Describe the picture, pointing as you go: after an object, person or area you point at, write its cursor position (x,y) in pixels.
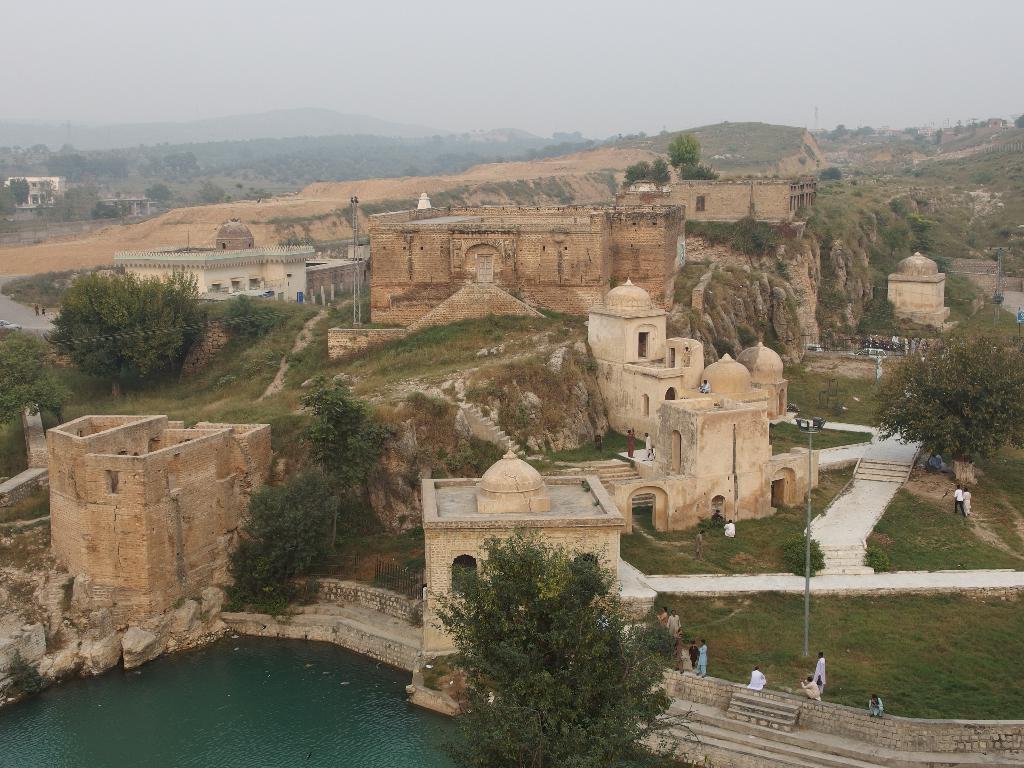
In the image there are many castles (442,483) and buildings (593,247) on the land (760,578) with grass (859,640) all around the place along with trees (311,535), in the front (313,680) there is a pond (353,712), in the background (129,148) there are hills (397,151) and above its sky (687,98).
